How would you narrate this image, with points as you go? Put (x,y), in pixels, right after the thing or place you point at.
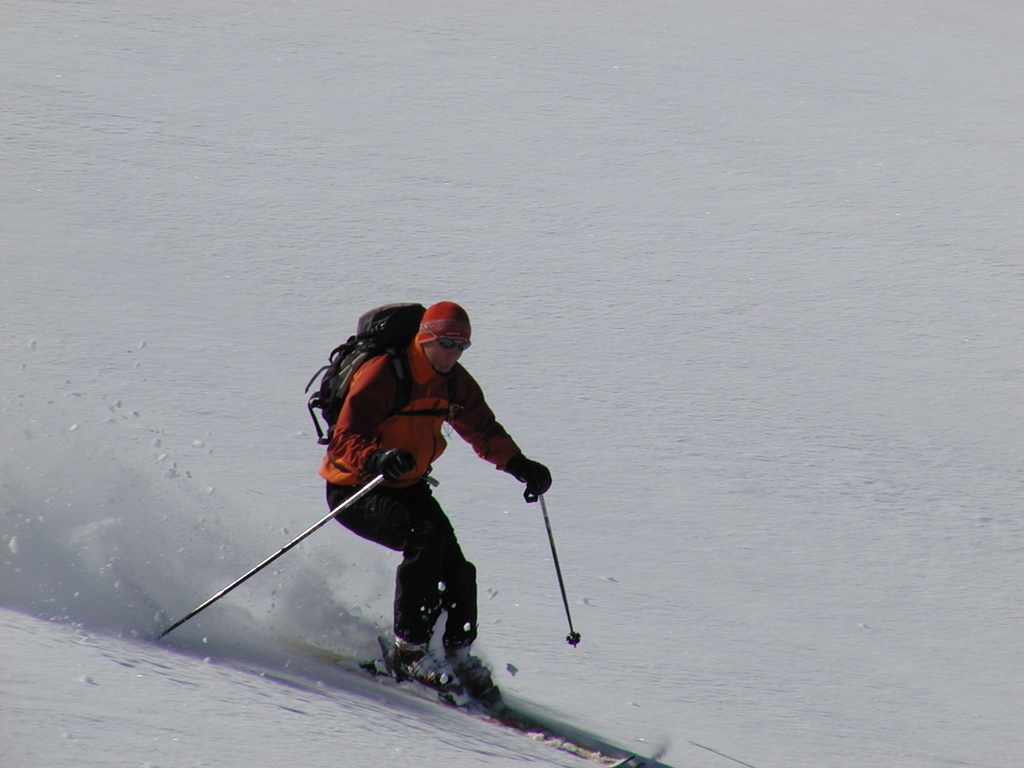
In the center of the image (402,376) we can see a man (463,651) skiing on the snow (359,675). He is wearing a backpack (384,342).
